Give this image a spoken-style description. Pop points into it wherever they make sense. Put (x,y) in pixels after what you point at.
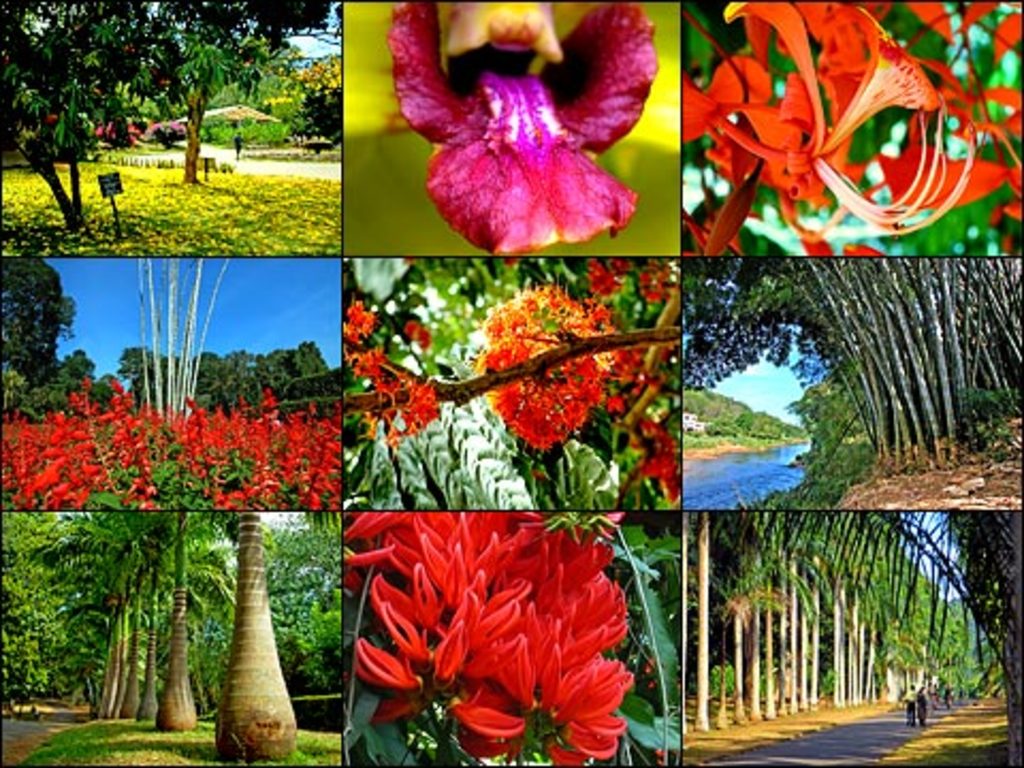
This picture is the collage of 9 images and there are flowers (570,586) and trees (801,585) in the images and the image on the right side (916,397) which is in the center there are trees (839,446), there is water (752,473) and there's grass (845,466) on the ground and the image at the bottom right (873,583), there are trees (878,651) and there are persons (932,691) and the image on the top left (118,182) there is a board (112,196) with some text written on it and there is a person (239,154) visible and there are trees (182,93).
